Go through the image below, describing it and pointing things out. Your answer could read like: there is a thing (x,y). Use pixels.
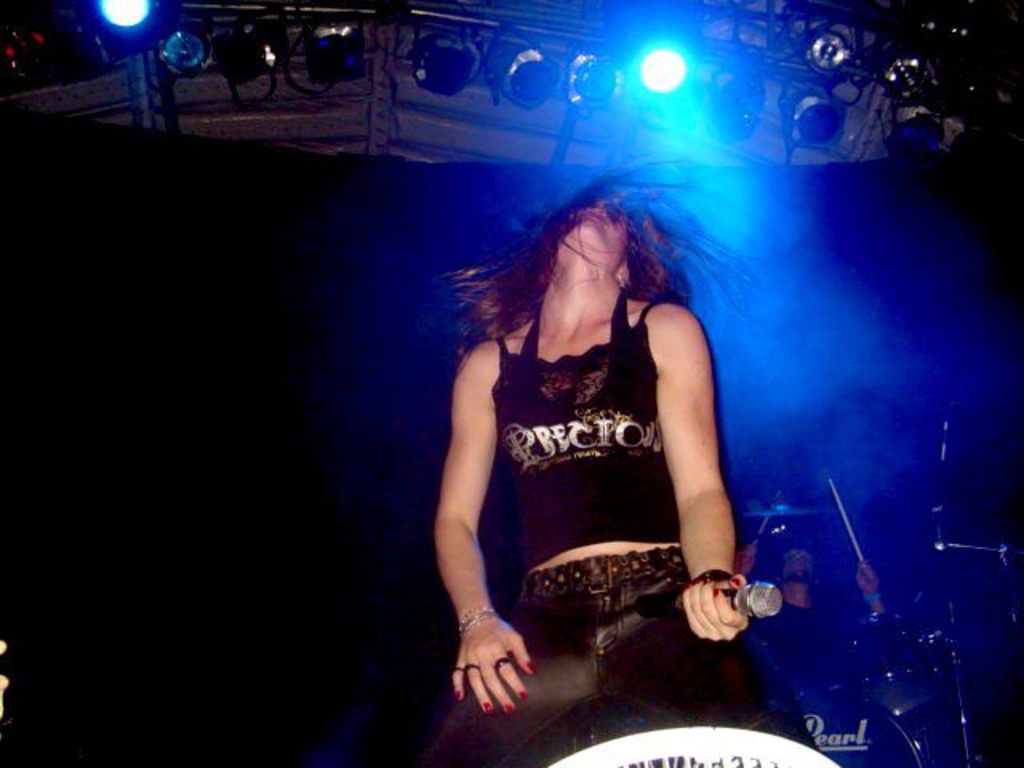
In this picture there is a girl (635,511) wearing black top (635,511) and jeans (600,652) is singing on the stage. Behind there is a band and on the top (529,56) we can see some blue color spotlights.
